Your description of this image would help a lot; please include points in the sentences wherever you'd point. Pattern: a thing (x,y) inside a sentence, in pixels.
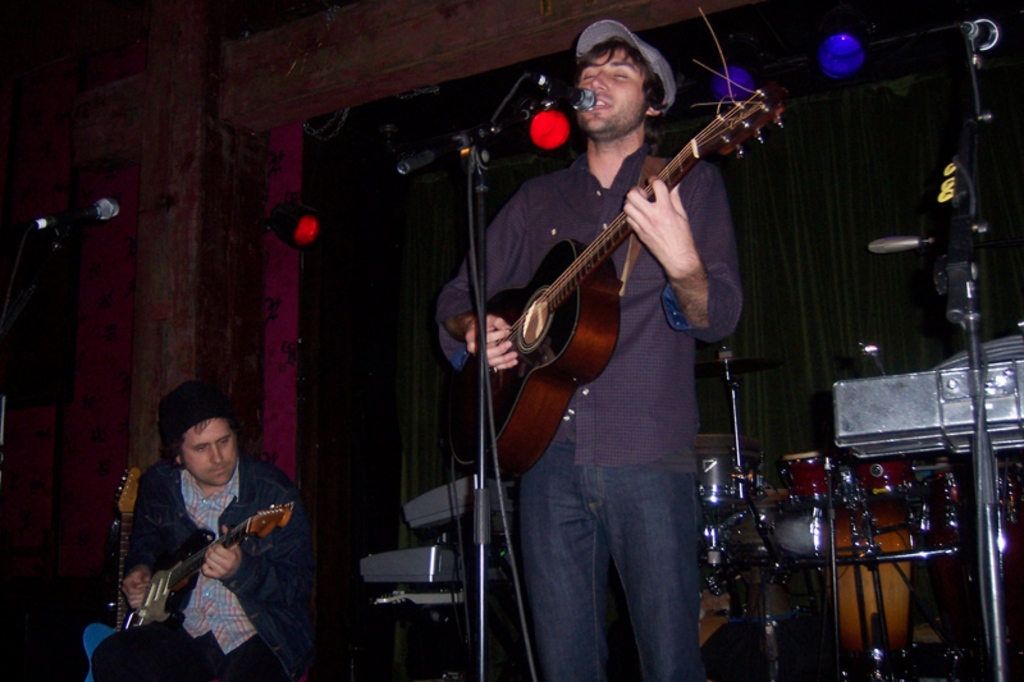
there are two persons (680,277) one person (176,681) is sitting and playing guitar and another person (506,284) is standing in front of a micro phone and playing guitar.
